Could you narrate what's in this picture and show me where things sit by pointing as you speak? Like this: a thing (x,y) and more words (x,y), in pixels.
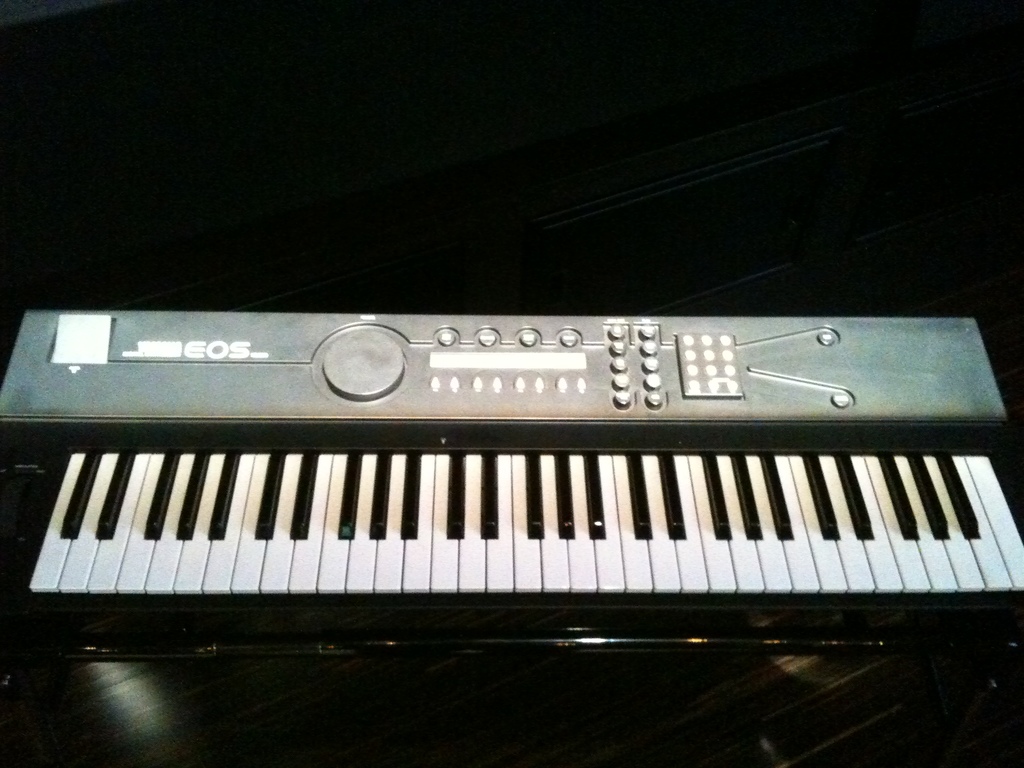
In the center of the image (482,479) there is a piano (468,491).
